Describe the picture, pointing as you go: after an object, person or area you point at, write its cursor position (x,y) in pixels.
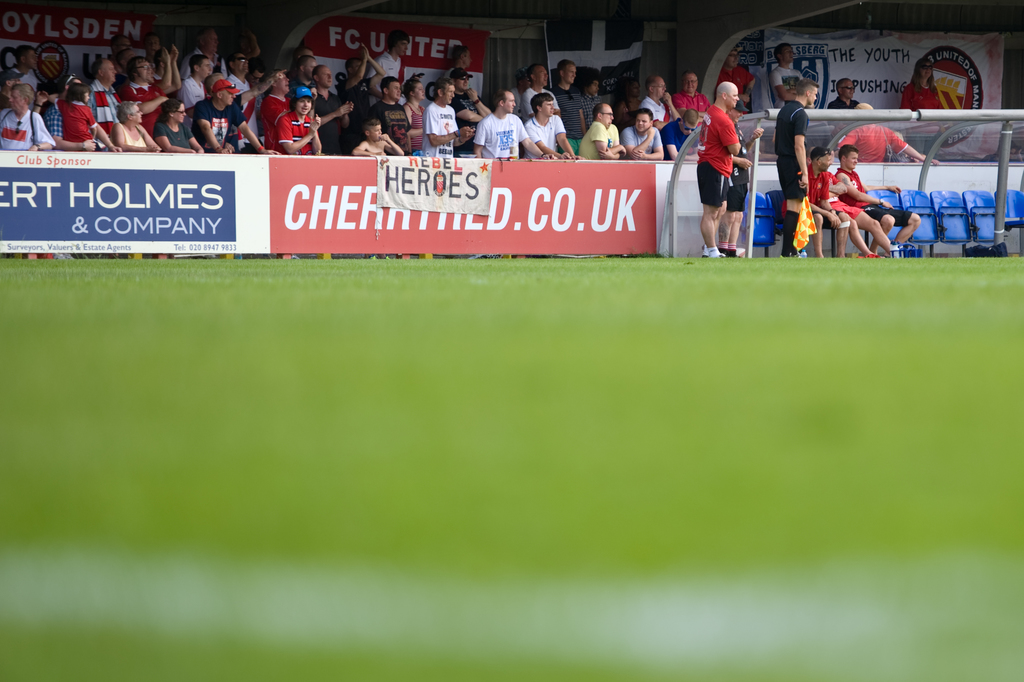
In this image I can see there is a playground (458,436) and the foreground of the image (267,361) is blurred. In the background (848,211) there are few players (833,210) sitting on the chairs (988,207) and there are audience (397,38) standing behind the banners (159,164).
